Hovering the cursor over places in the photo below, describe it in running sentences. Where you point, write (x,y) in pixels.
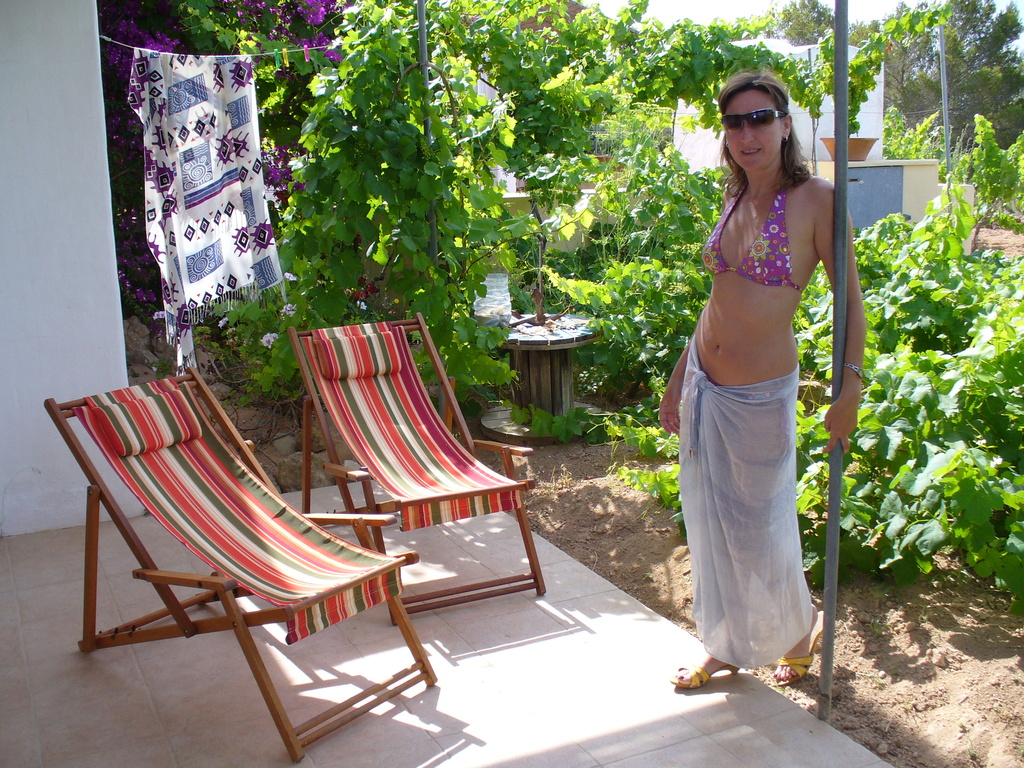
This woman (772,197) wore goggle (767,122) and standing beside this pole (840,376). At background (907,291) there are number of plants (946,371) and trees (936,89). In-front of this woman (732,469) there are chairs (369,481). A scarf (220,235) is on rope (260,56).
